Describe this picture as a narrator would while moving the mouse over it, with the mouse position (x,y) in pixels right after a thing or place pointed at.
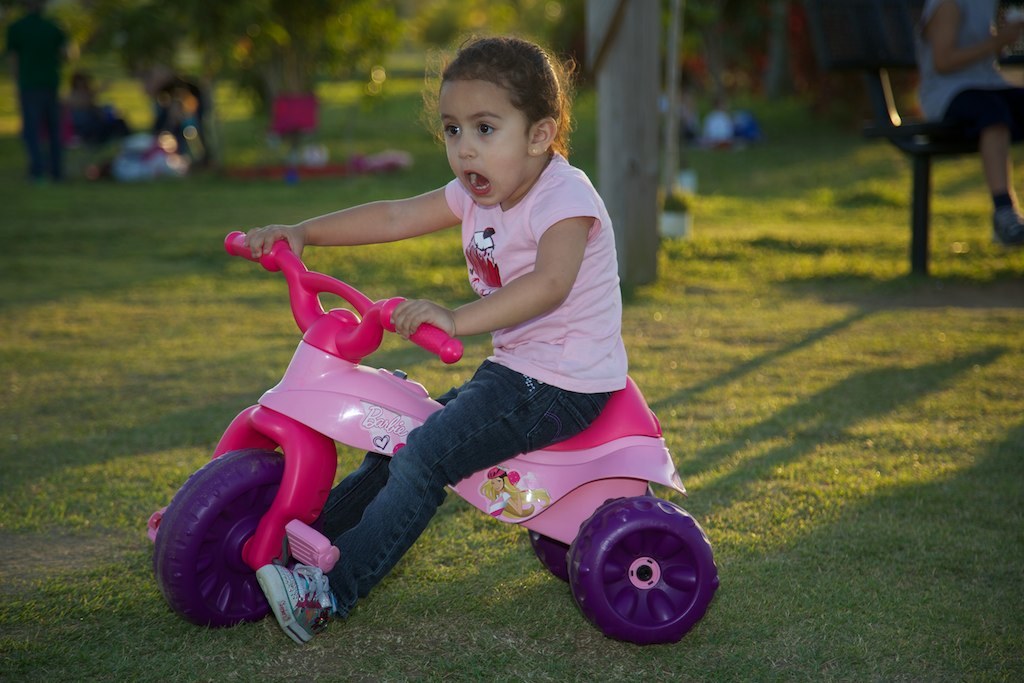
In this image I can see the person (499,437) sitting on the toy bicycle (335,451) which is in pink and purple color. And the person (517,353) is wearing the pink and blue color dress (491,382). In the back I can see the few more people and also many trees (287,85).
